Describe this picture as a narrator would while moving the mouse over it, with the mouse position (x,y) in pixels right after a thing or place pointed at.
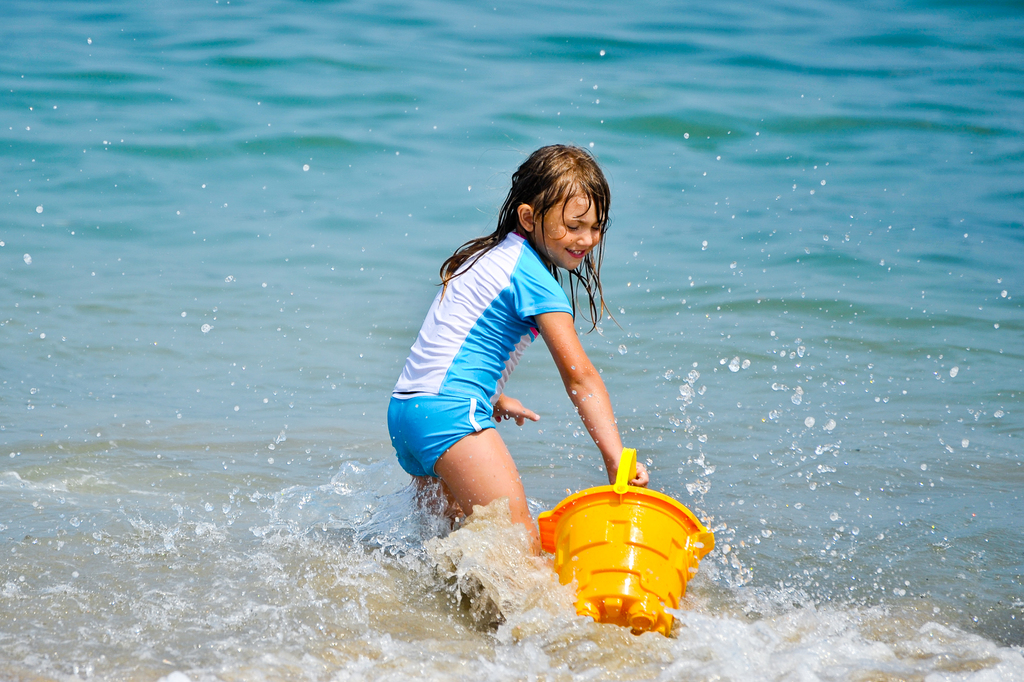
In this image we can see a girl (514,407) is holding a bucket (647,581) in her hand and she is partially in the water (4,626).
